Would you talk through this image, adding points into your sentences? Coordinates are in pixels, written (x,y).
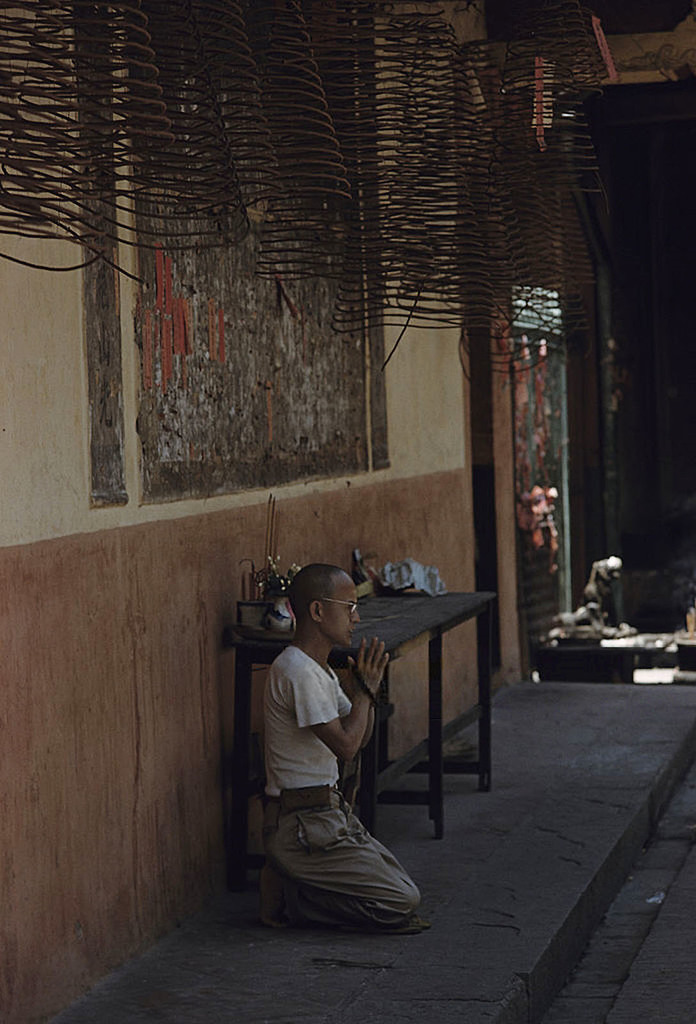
In this picture we can see a person (363,739) sitting and praying on the path (657,732). There is a box (264,619) and few other things (421,575) on the table (432,624). We can see some incense coils (384,126) on top (508,95).
